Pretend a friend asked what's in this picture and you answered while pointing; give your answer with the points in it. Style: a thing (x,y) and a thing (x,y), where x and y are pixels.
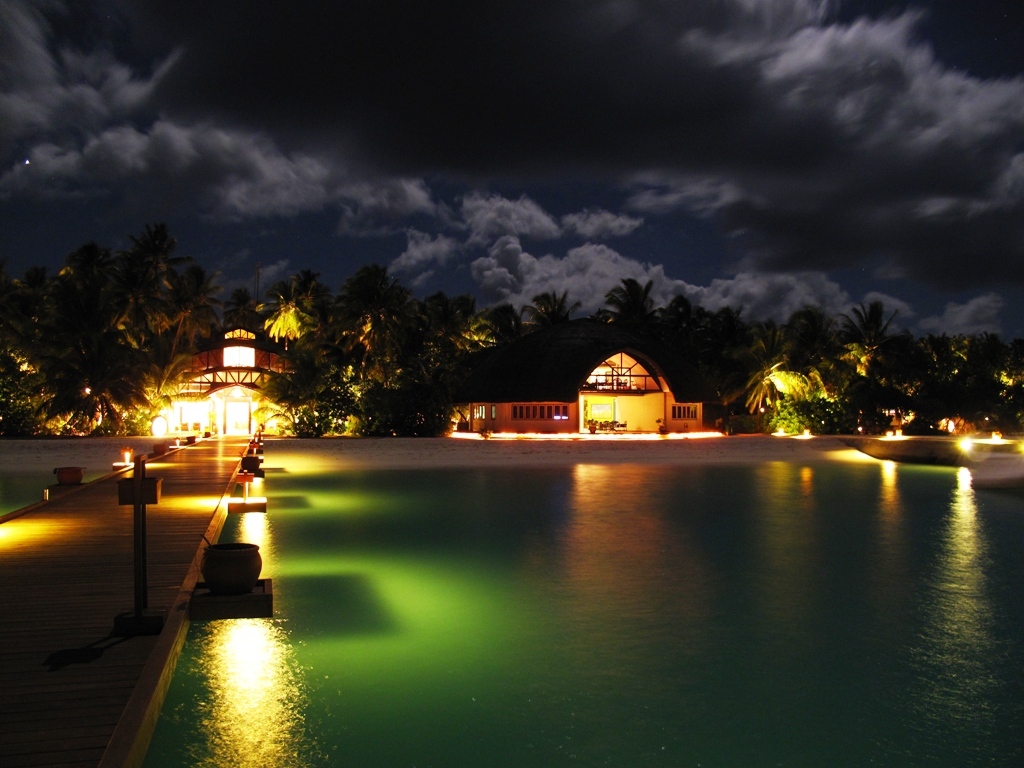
In this image we can see the houses (615,352) on the side of a beach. Here we can see the wooden walkway (196,475) on the left side (146,554). Here we can see the water (514,642) on the right side (865,551). In the background (406,393), we can see the trees (459,302).
